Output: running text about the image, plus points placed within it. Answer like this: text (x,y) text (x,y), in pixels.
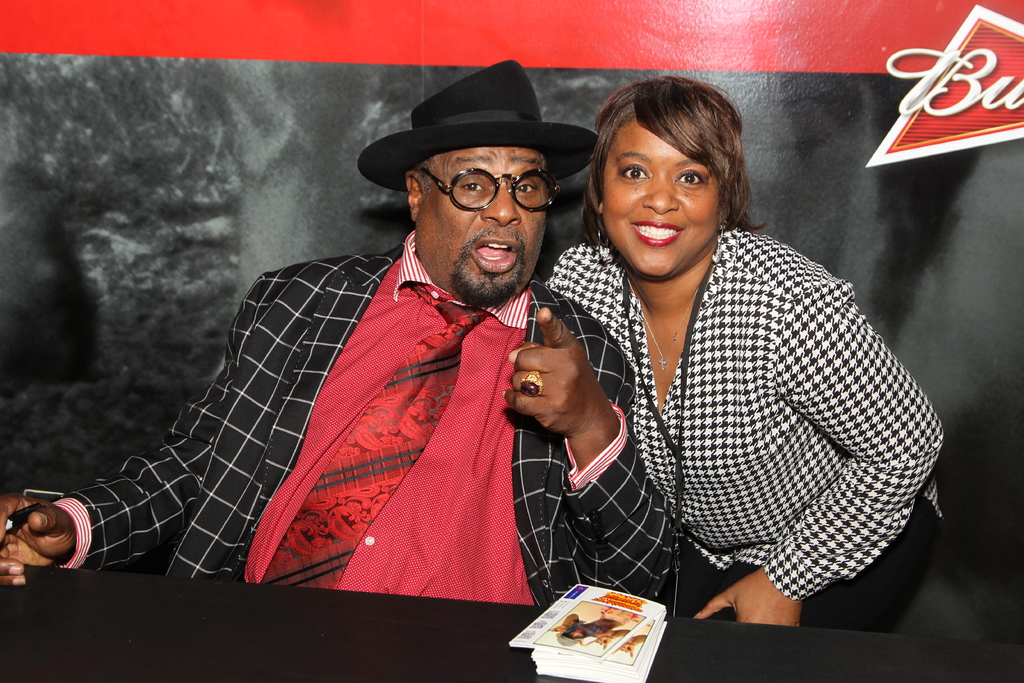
In this picture we can see a man (430,450) and a woman (768,405), a man (424,204) wore spectacles (483,172) and a cap (483,134), we can see some papers (609,643) here, at the right top (972,127) there is a logo (970,104).
